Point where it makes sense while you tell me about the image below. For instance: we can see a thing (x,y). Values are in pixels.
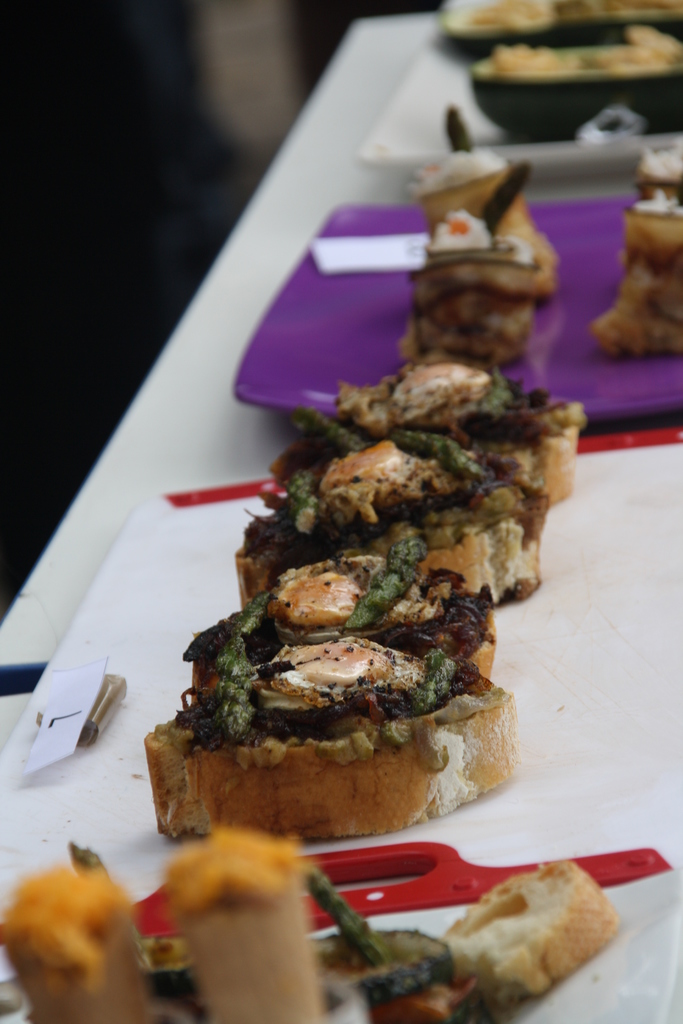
In this picture we can see there are plates (319,325) with some food items (371,433) and the plate (372,326) is on an object (197,427). Behind the table (236,271) there is a blurred background (94,131).
